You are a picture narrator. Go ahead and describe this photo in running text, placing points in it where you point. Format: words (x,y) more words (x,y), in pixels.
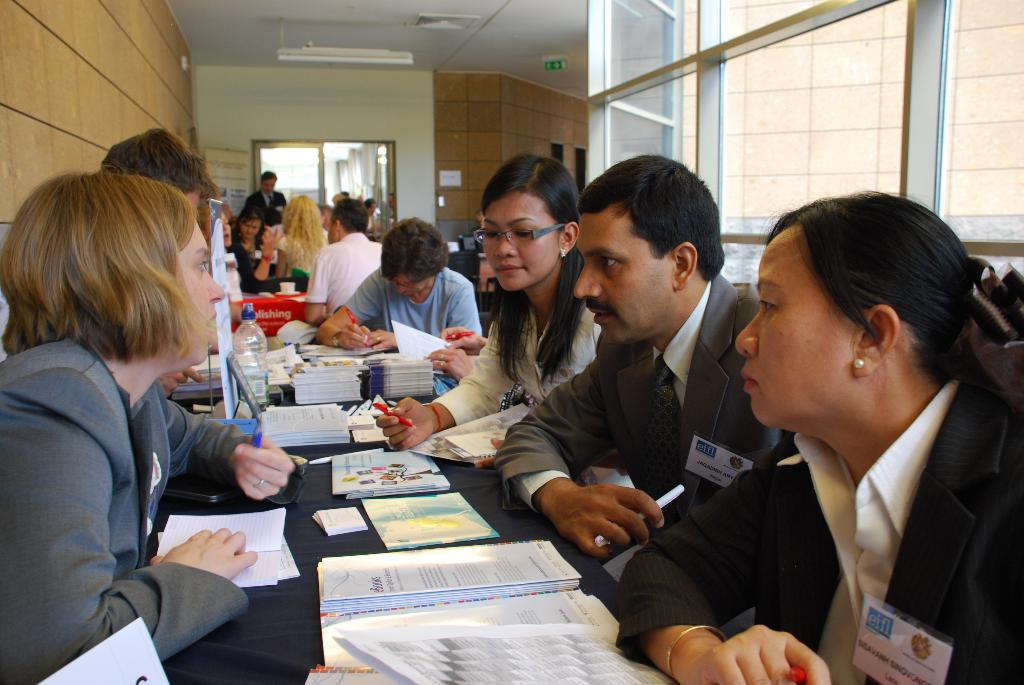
In this image there are a few people (66,247) sitting and standing in front of the tables (491,519), on the tables (386,488) there are books (340,484), papers (307,444), water bottles (260,339) and a few other objects (203,404). On the right side of the image (805,148) there is a glass wall (753,133), on the left side of the image (116,111) there is a wall (35,113). In the background (354,112) there is a wall (327,99) with a door (315,178). At the top of the image (493,31) there is a ceiling (389,26).
